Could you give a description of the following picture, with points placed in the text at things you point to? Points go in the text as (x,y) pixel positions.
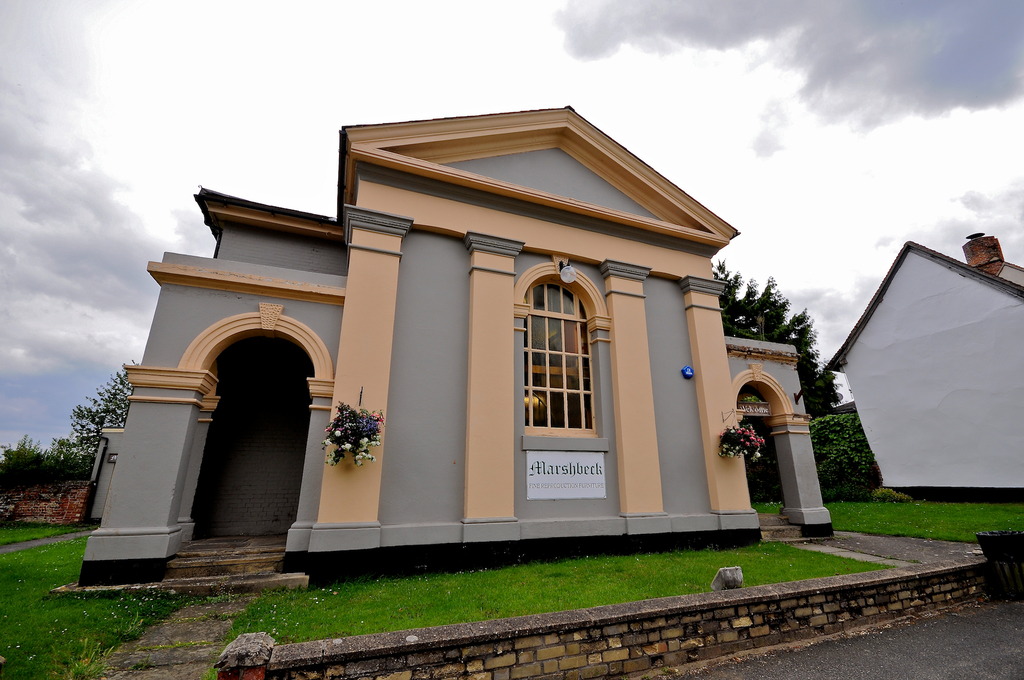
In this image there are buildings (551,504), in front of them there is grass (46,611) and a small wall (503,657). In the background (675,41) there are trees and sky (419,107).
